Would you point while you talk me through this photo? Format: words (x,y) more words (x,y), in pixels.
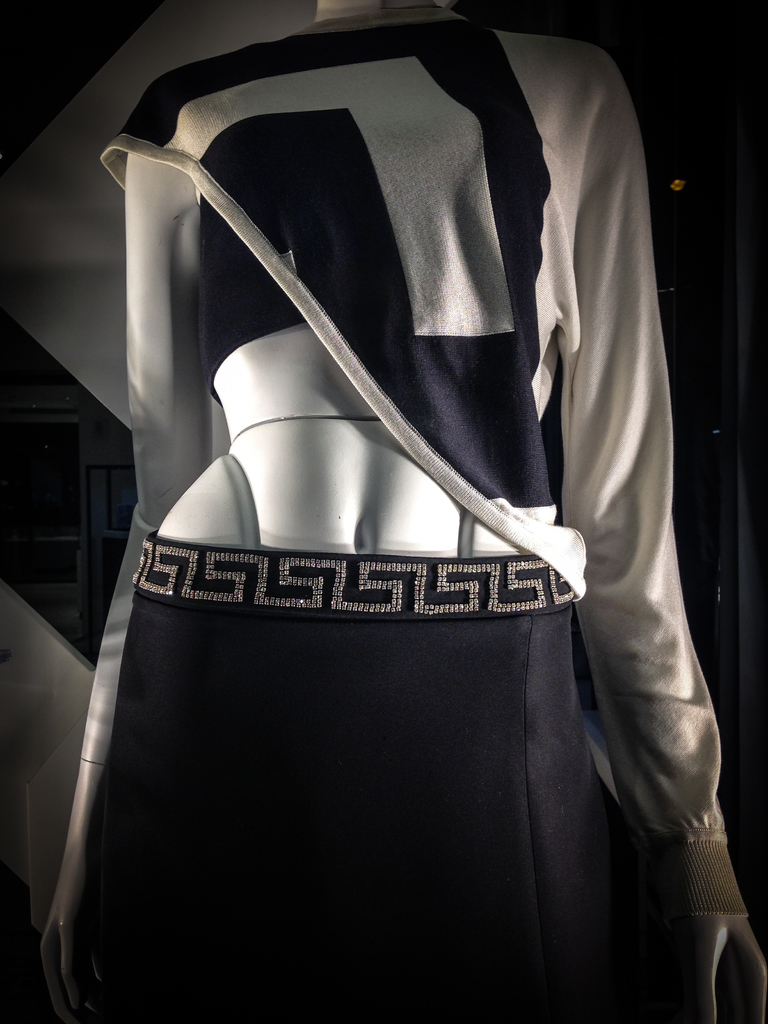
Here we can see a mannequin (607,657) wore clothes (485,414) and there is a dark background (64,81).
